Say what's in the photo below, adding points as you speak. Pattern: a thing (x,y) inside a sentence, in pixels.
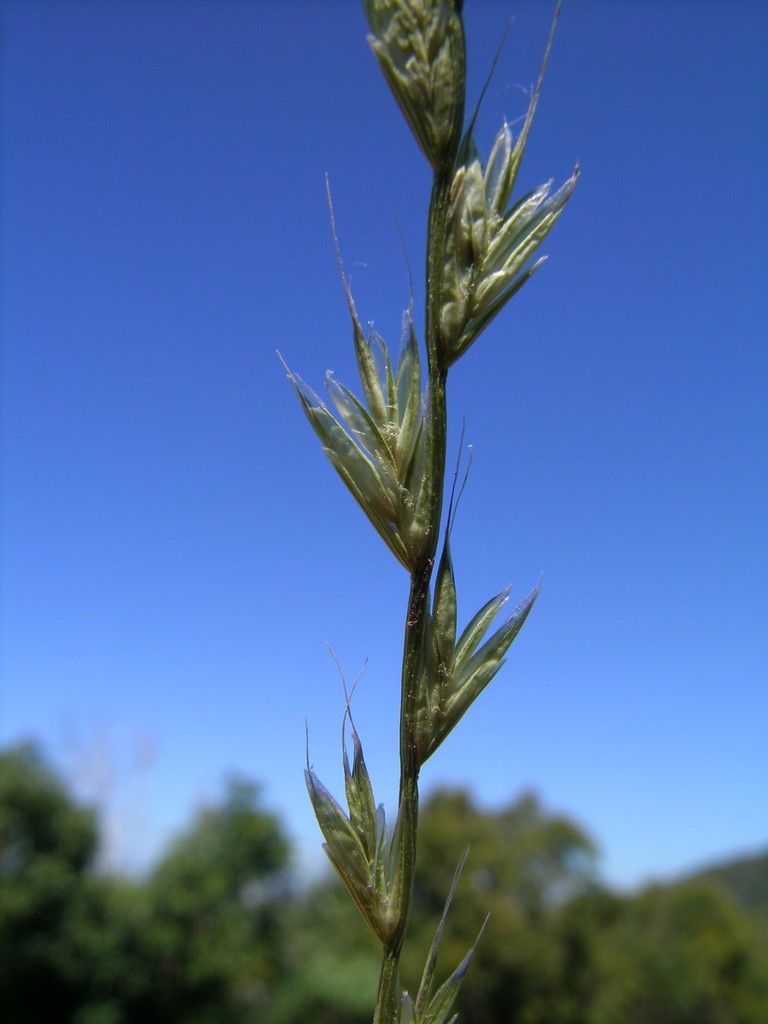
In this picture I can see there is a plant (449,668) and there are some buds (442,301) with some seeds (434,703) and in the backdrop (192,959) there are some trees (242,936) and the sky (131,388) is clear.
